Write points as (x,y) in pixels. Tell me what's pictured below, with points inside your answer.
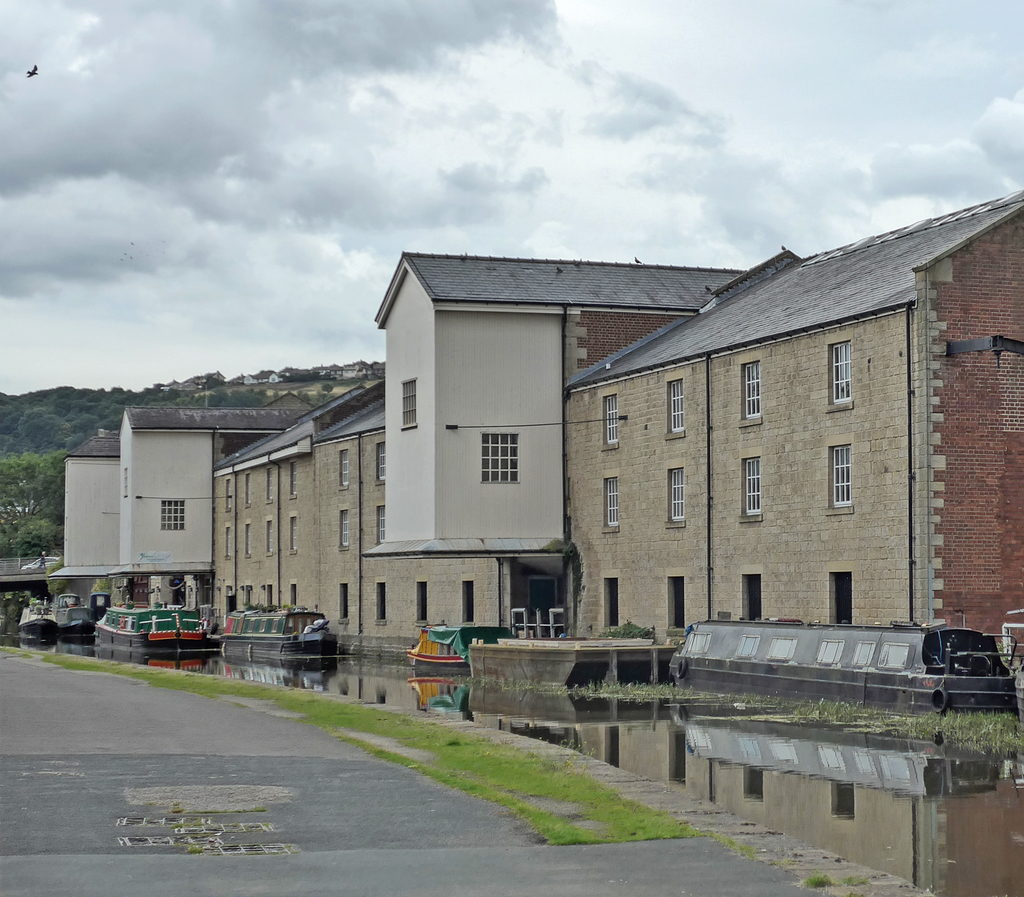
There are buildings (82,554) in the image. There is water (879,809). There is road (1,829) at the bottom of the image (363,862). To the left side of the image (54,490) there are trees (51,470).
